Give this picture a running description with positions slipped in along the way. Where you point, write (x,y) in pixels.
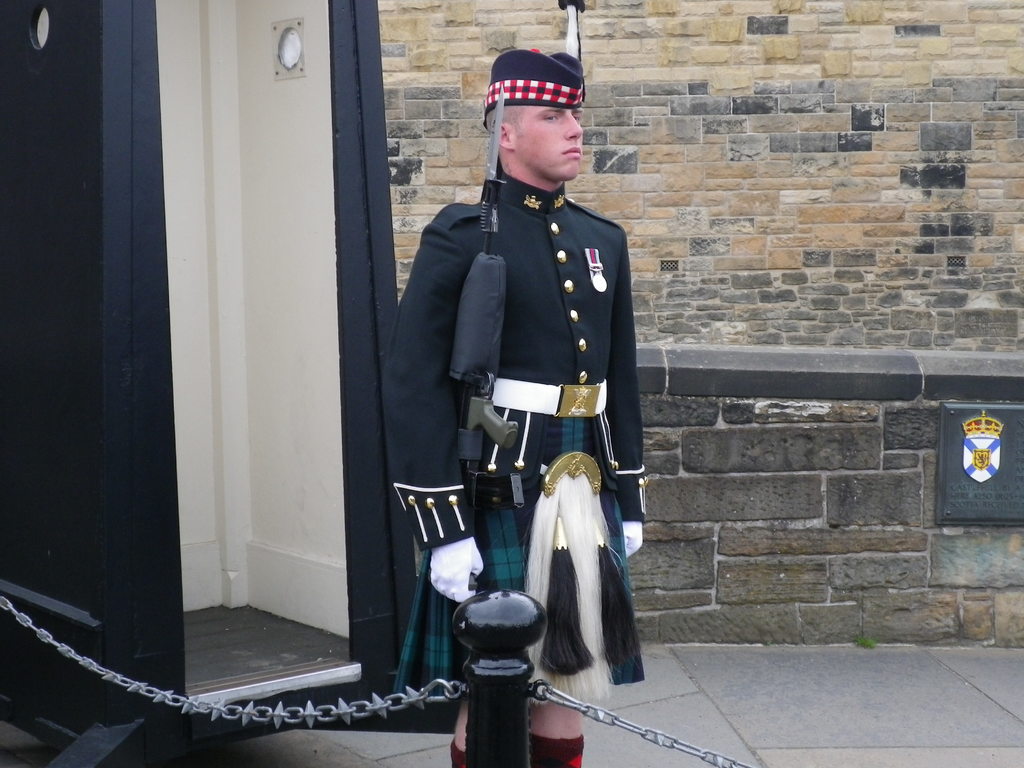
In this image there is one person (522,401) standing in the middle of this image (533,383) is holding a gun (469,394). There is a wall (755,190) in the background (623,193). There is a chain (453,697) in the bottom of this image (638,733). There is one logo (966,473) attached on the wall (919,441) as we can see on the right side of this image (993,424).
